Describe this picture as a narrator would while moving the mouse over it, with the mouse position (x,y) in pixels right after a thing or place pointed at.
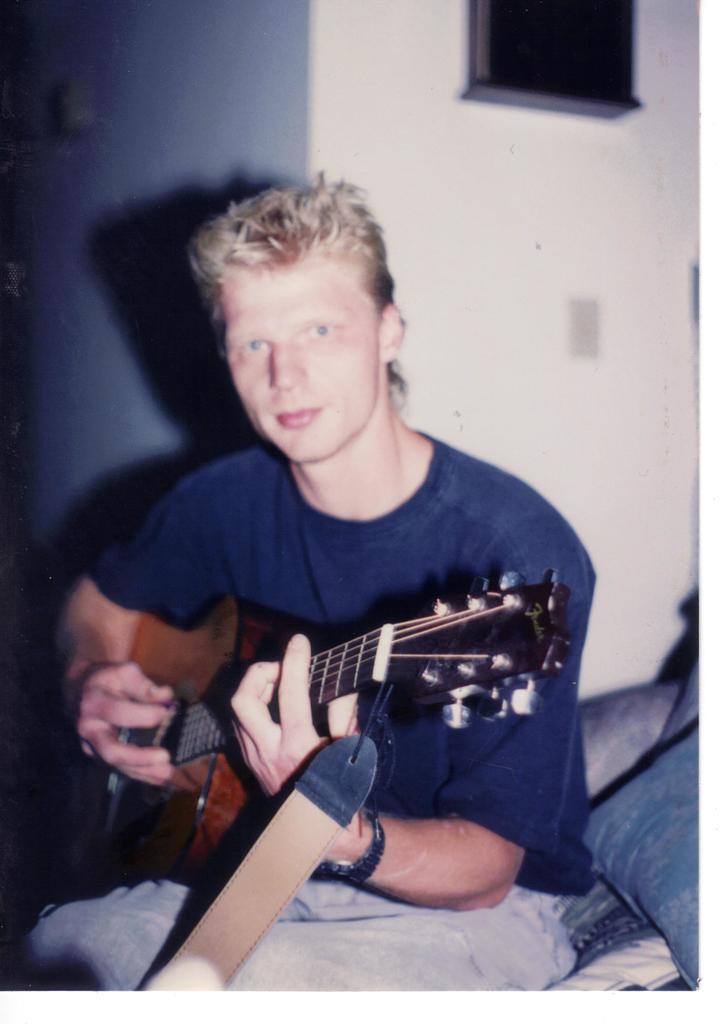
In this image a person (265,548) holding a guitar (179,677) wearing a blue color t-shirt (162,579), he is sitting on the bed (618,892), on the bed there is a pillow (658,823) And back side of him there is a wall (480,375).
